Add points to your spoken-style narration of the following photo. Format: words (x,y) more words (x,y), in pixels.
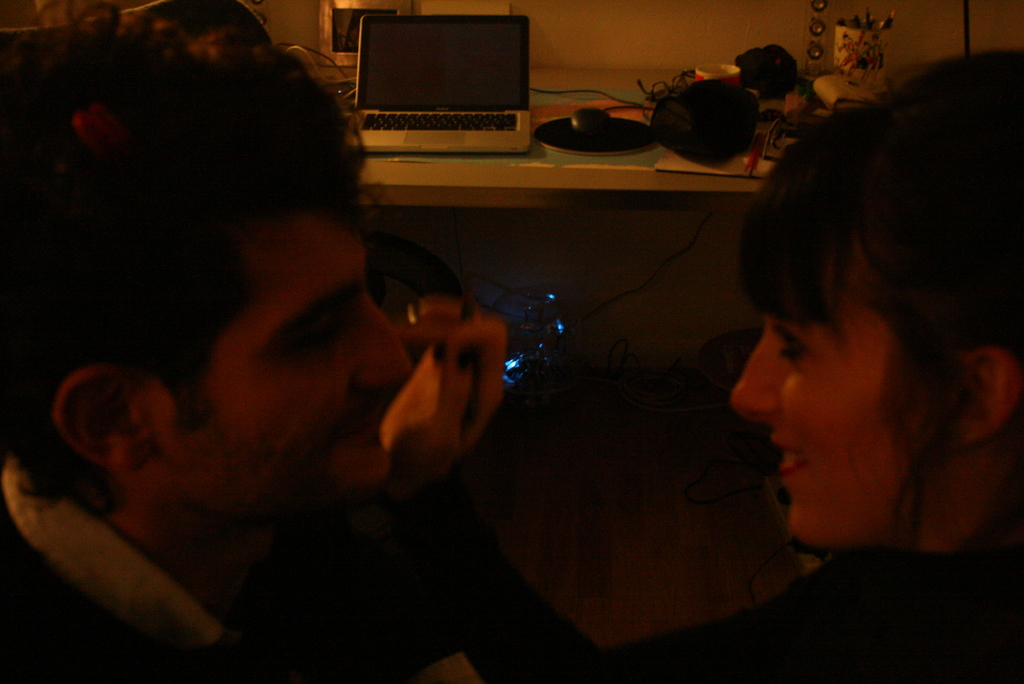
In this picture we can see a man (396,615) and a woman (898,177) smiling, laptop (381,60) and some objects (653,85) on a table (576,182), lights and in the background (552,16) we can see the wall (641,52).
